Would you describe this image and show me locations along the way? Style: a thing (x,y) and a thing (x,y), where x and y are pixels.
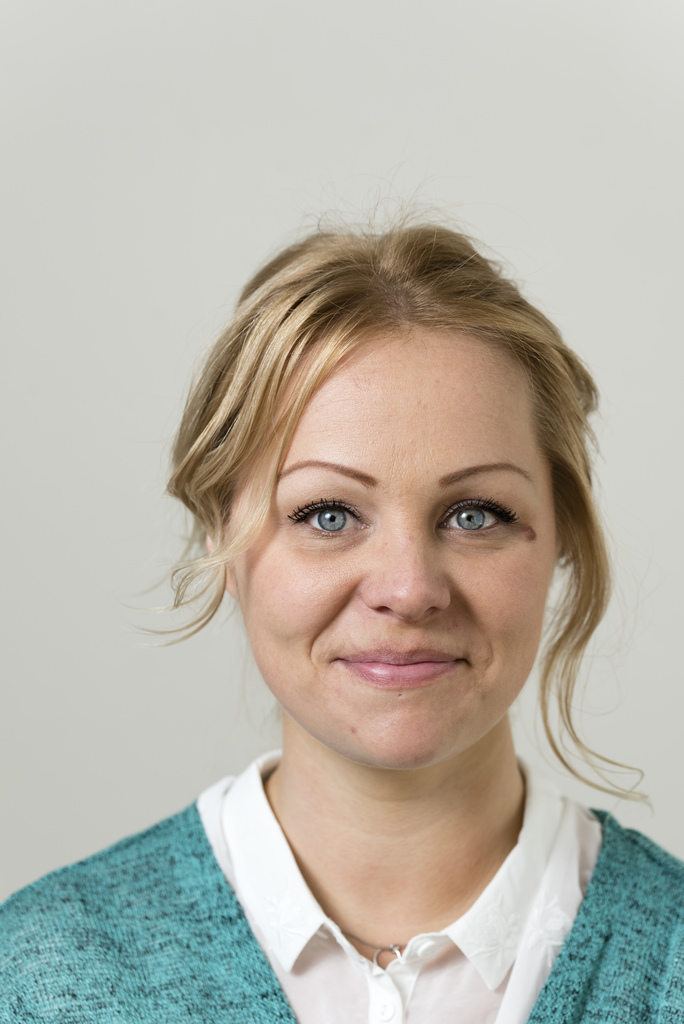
In the center of the image (265,350) we can see a lady (305,690). She is smiling. In the background (115,292) there is a wall (286,128).
